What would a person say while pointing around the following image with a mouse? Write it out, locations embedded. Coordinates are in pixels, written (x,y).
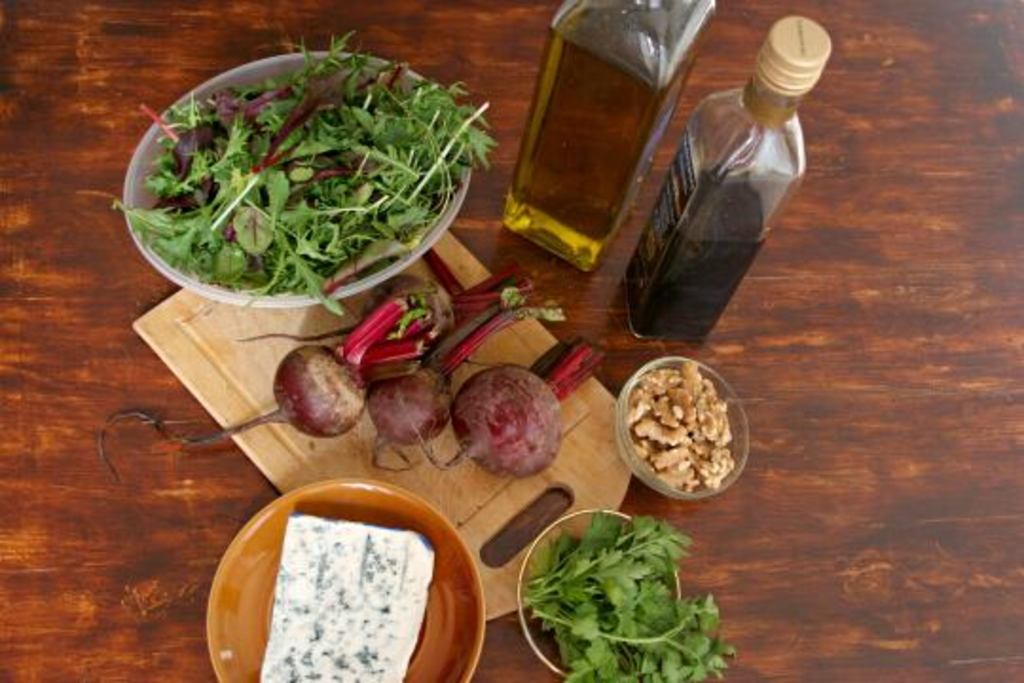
In this image there are some vegetables (327,286) it could be oil bottles (616,183) are there on the table (87,477) table (866,348) is chocolate in color.
